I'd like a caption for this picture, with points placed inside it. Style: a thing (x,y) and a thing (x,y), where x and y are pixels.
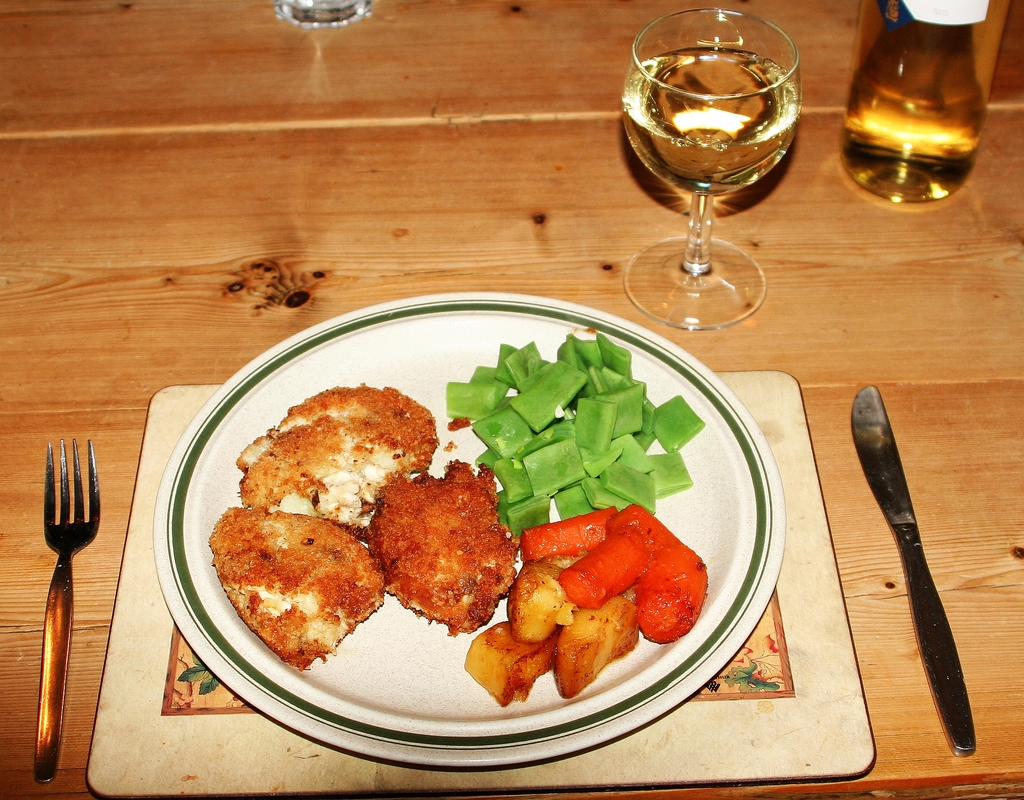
There are food items (427,433) present in a white color plate (476,443) as we can see in the middle of this image (499,353). We can see fork (63,635), knife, glass (740,105) and other objects (360,1) are present on a wooden surface (436,225).
